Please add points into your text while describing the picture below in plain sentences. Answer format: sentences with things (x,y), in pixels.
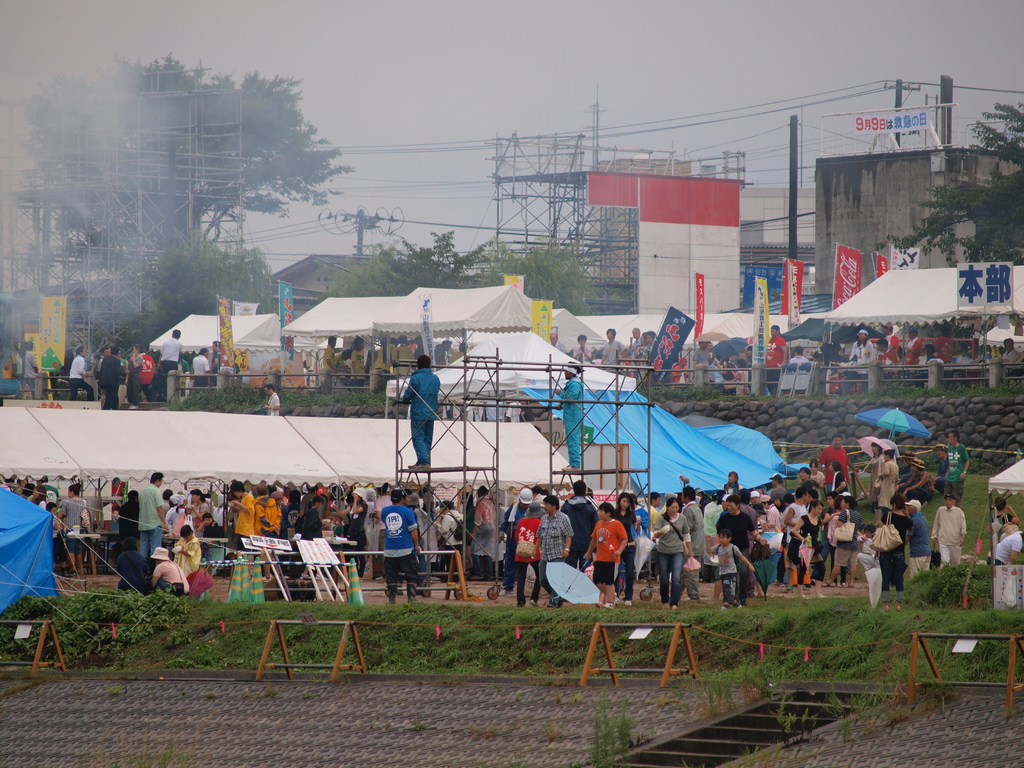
In this image we can see there are a few tents (211,421) in which few people (532,499) are shopping. In the background (362,212) there are some buildings (773,215), electric poles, trees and sky (526,105).
